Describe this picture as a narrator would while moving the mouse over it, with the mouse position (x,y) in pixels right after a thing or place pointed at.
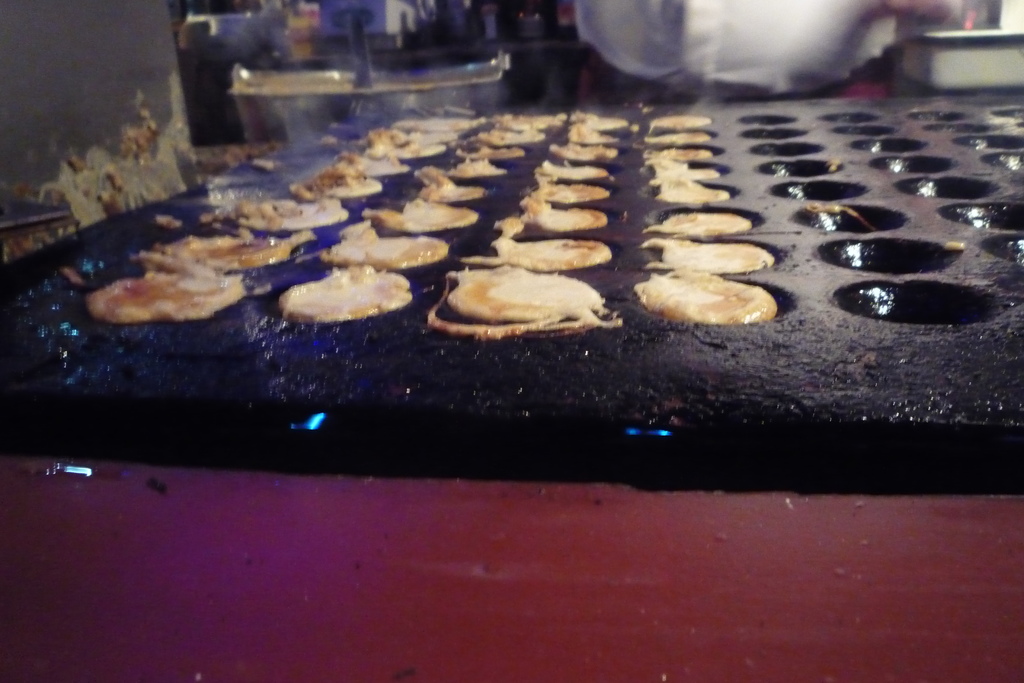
In the image we can see a food maker (1022,118). Behind the maker (974,131) a person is standing.
